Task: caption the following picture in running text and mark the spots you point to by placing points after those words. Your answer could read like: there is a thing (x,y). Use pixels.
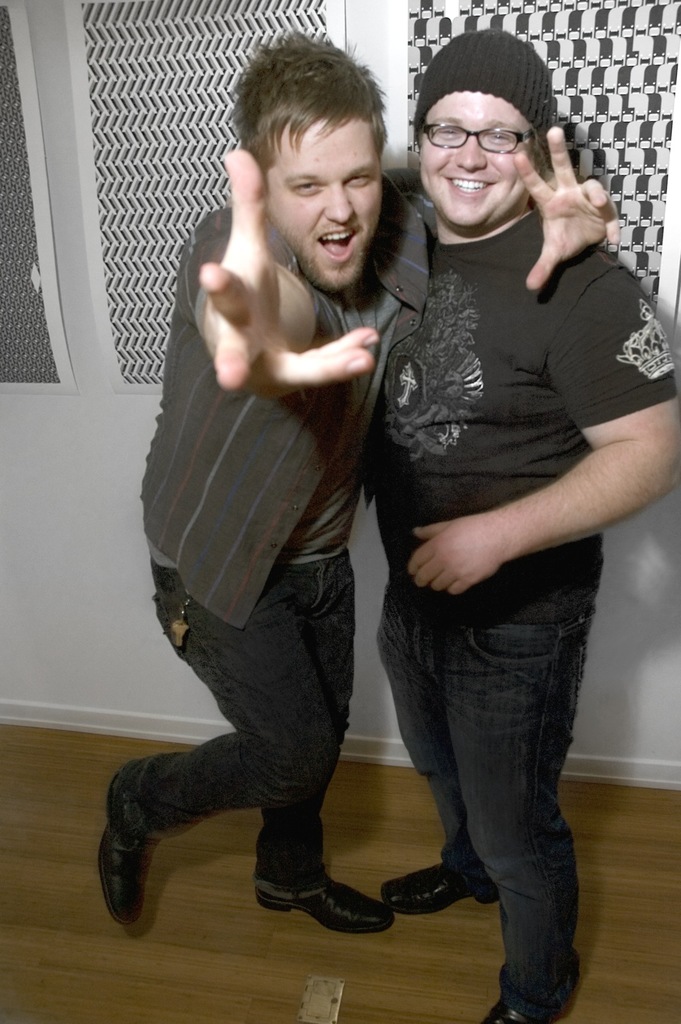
As we can see in the image there are two people (381,466) standing in the front (404,492), white color wall (56,549) and banners (152,76).
